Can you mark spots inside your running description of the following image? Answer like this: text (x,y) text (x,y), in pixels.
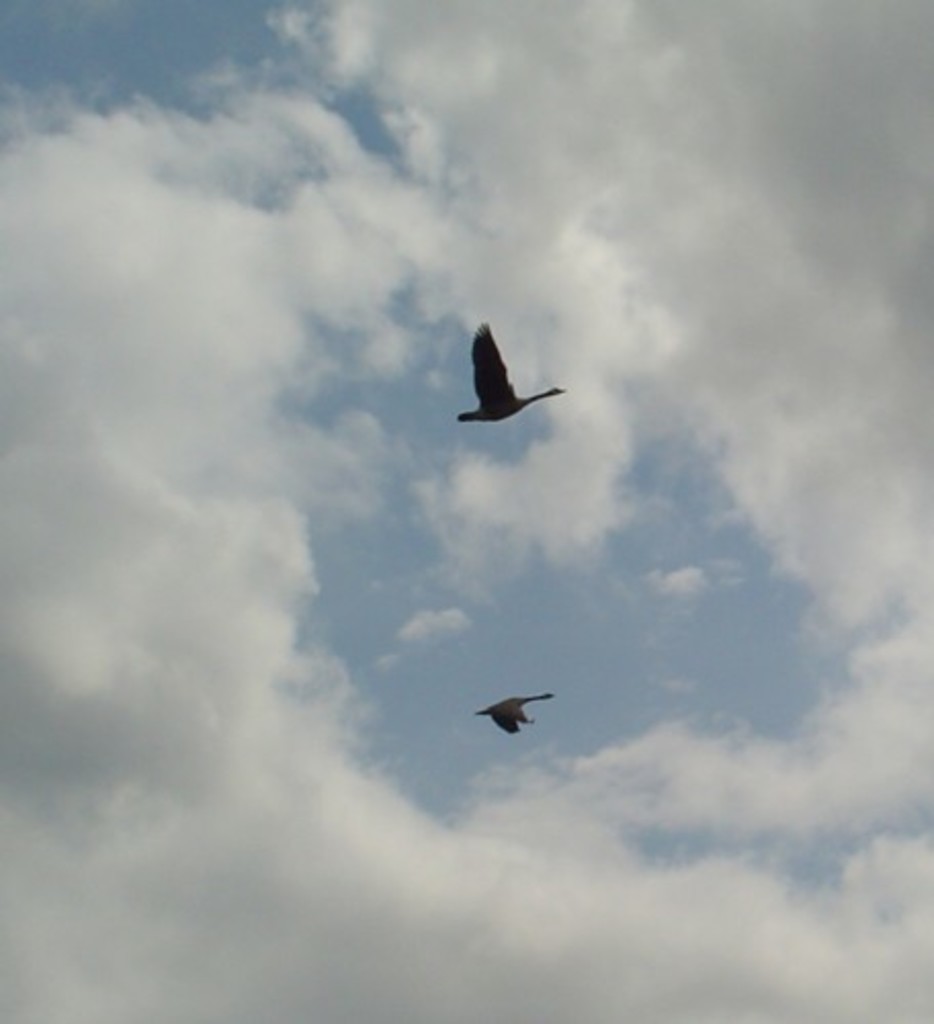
In this image we can see two birds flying in the sky (579,617). The sky (579,615) looks cloudy.
